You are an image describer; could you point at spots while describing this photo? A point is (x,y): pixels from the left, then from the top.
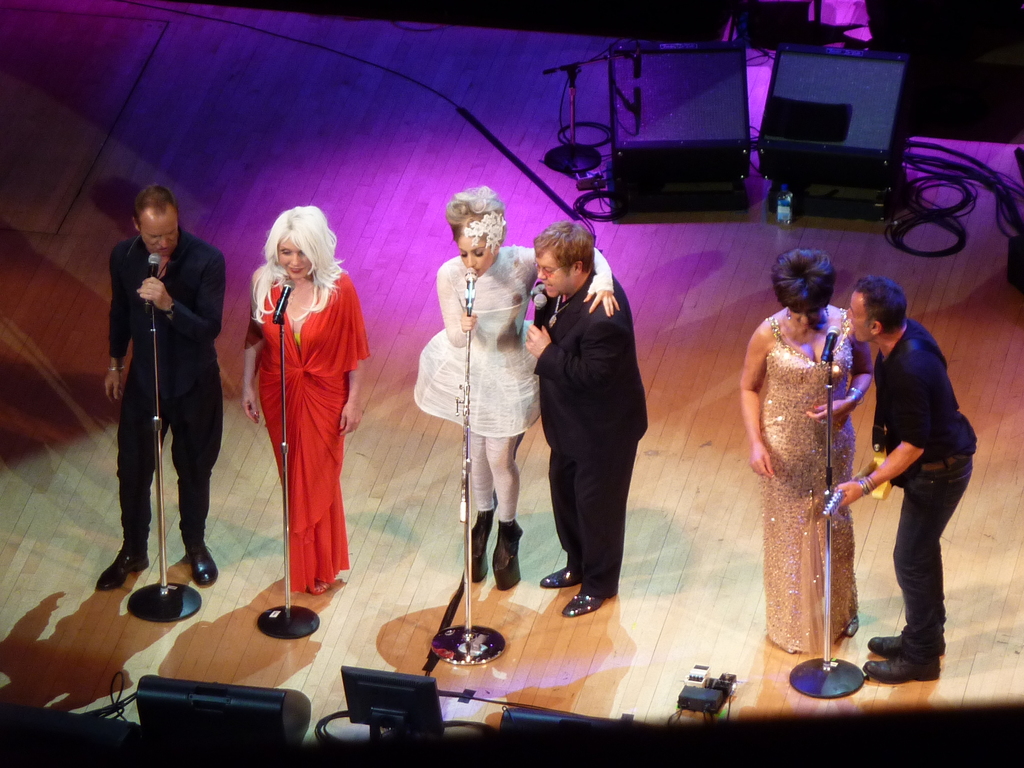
In this image I can see there are persons (529,413) singing on the stage (245,470). And there is a mic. And there are speaker (798,99) and wires (925,145). And there is a system (437,718). And at the back (935,79) it looks like a dark.
